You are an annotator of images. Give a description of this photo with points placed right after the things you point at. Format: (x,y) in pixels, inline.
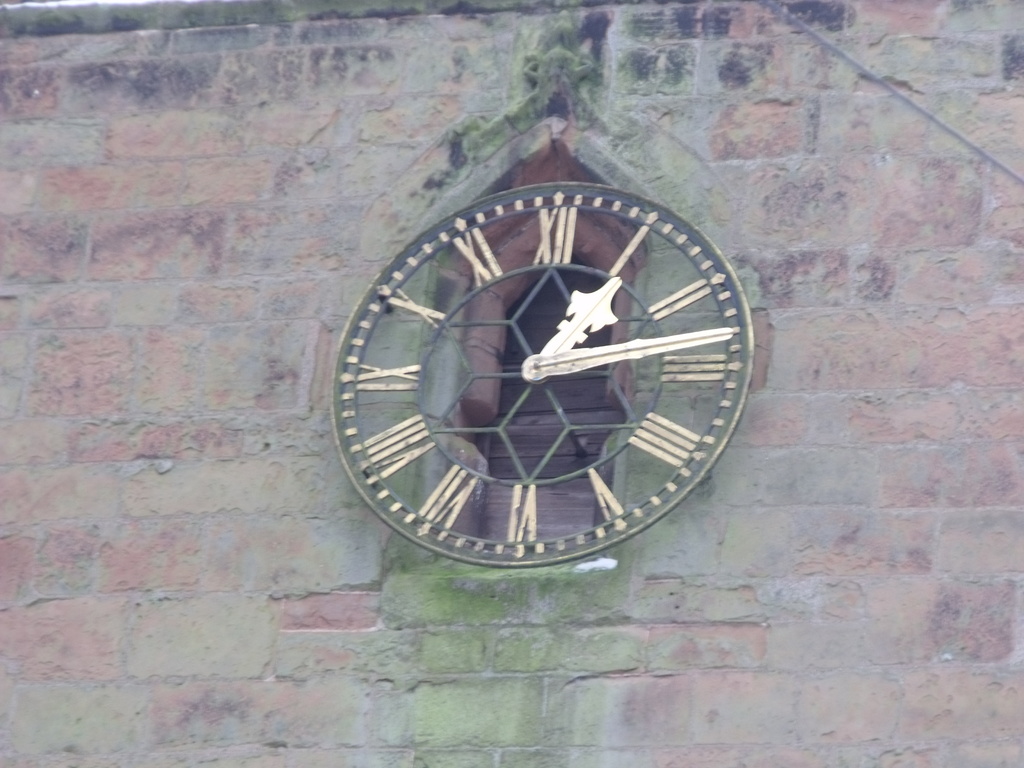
In this image there is a wall (424,78). There is a clock (429,469) on the wall (298,105). Behind the clock (573,367) there is a window (528,320) to the wall (695,521).
